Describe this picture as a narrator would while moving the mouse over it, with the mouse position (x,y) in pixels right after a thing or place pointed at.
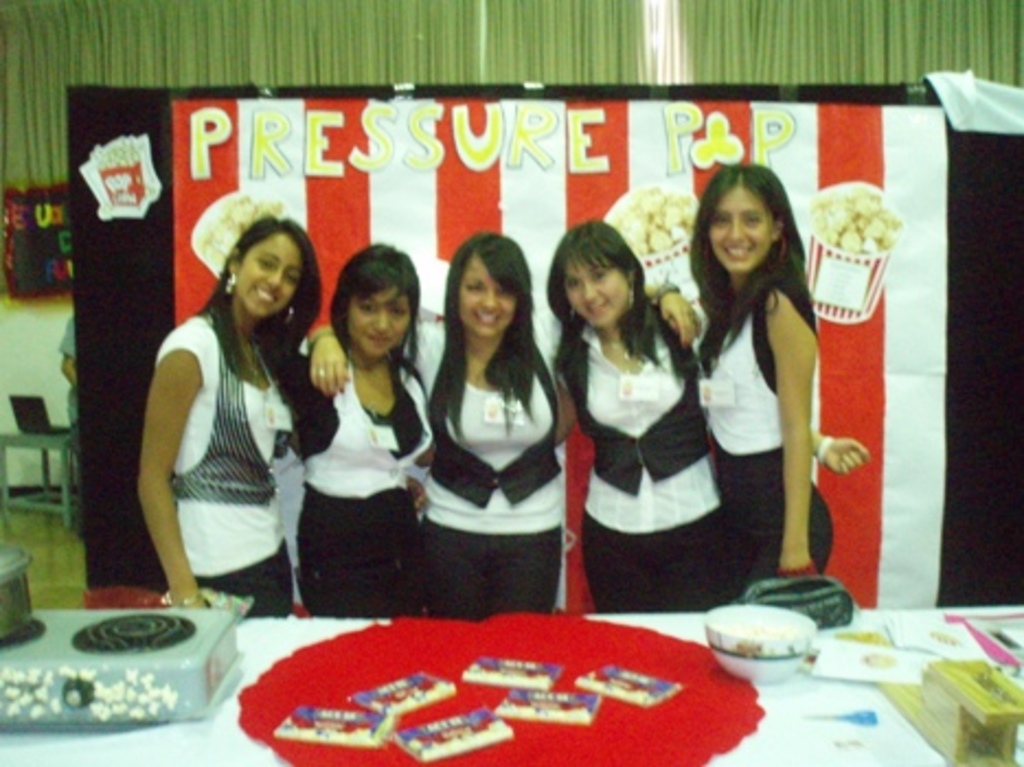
In this image I can see a group of girls (395,480) standing in-front of table (442,658) where we can see some chocolates (451,716) and other objects (948,736), also there is a banner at the back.
